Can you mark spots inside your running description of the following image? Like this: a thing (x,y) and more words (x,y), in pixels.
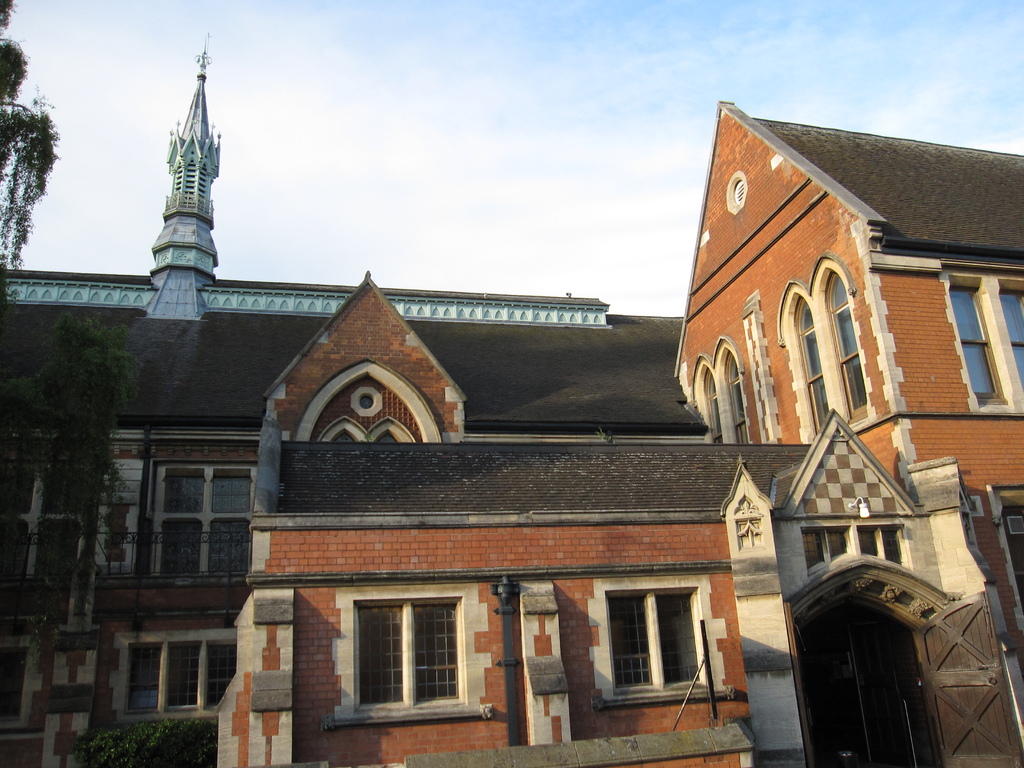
In this image we can see the buildings (510,626), there are some plants (112,753), grille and windows (449,674), in the background (433,241), we can see the sky (575,258) with clouds (575,258).
